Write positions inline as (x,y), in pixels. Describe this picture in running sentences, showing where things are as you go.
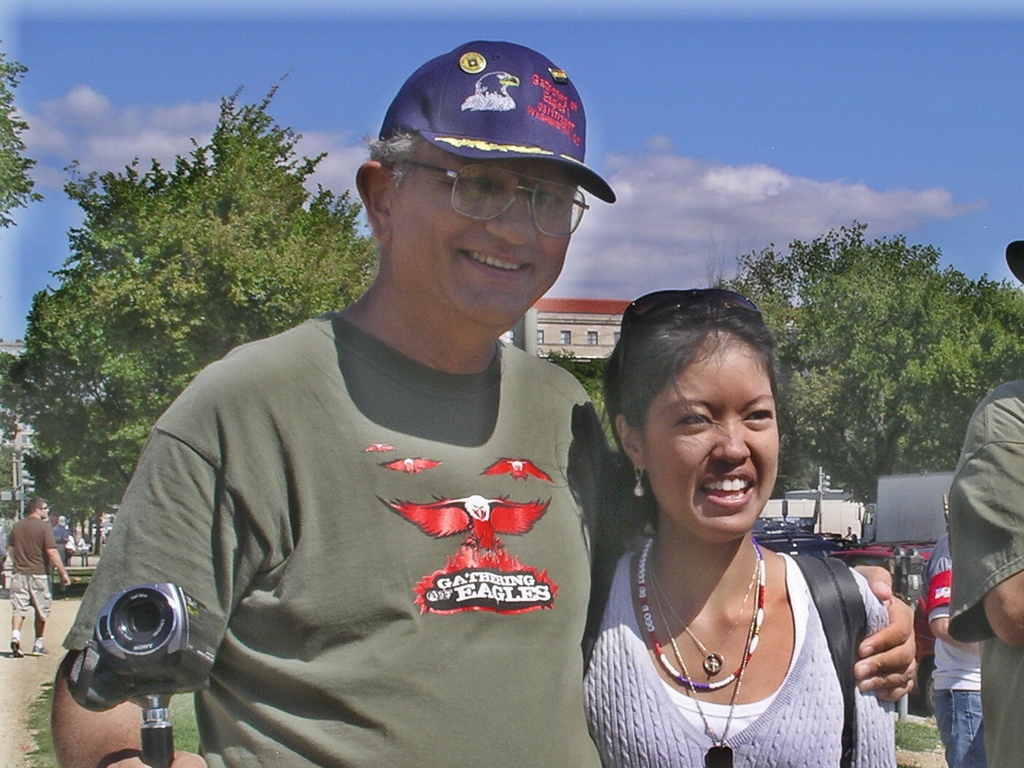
In this picture there is a person (416,559) holding a woman (799,573) with one of his hand (869,584) and a camera (165,662) in his another hand (138,749) and there are few other persons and vehicles (887,556) behind them and there are trees (781,319) and a building (584,340) in the background (39,339).
